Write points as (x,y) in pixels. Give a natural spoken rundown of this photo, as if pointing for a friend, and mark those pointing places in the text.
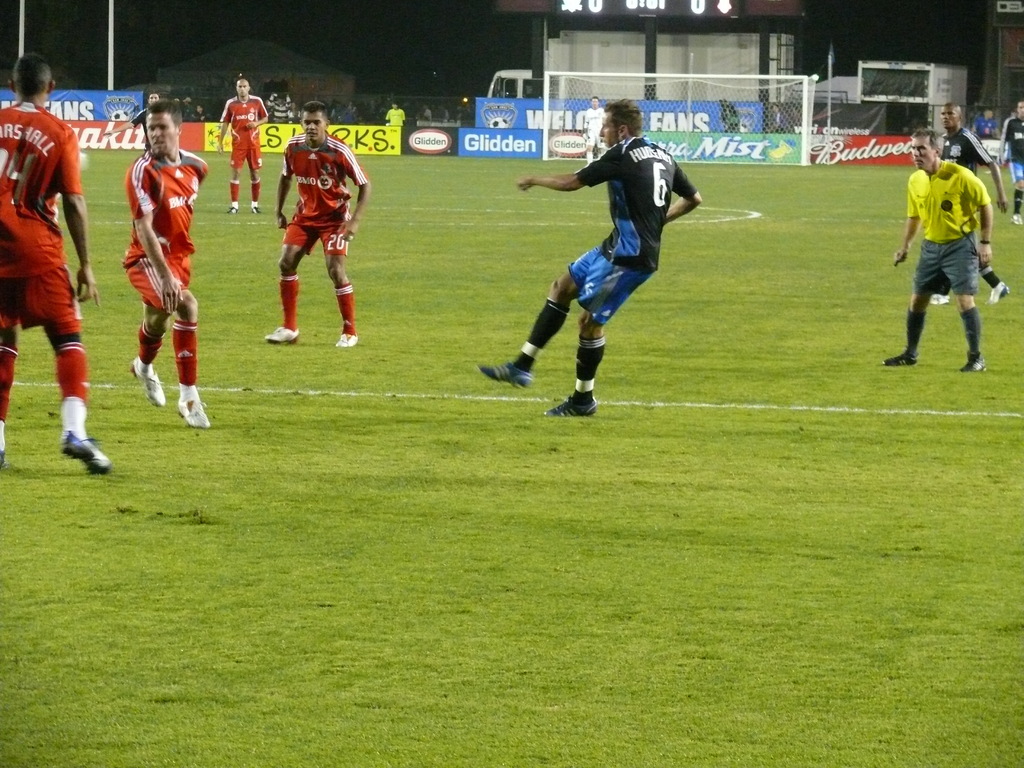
In this picture there are few persons (624,266) wearing red and black color dress (591,255) are standing on a greenery ground (680,384) and there is a referee (950,242) wearing yellow T-shirt (961,188) in the right corner (950,224) and there is a net (746,92) and some other objects (586,57) in the background (577,81).
